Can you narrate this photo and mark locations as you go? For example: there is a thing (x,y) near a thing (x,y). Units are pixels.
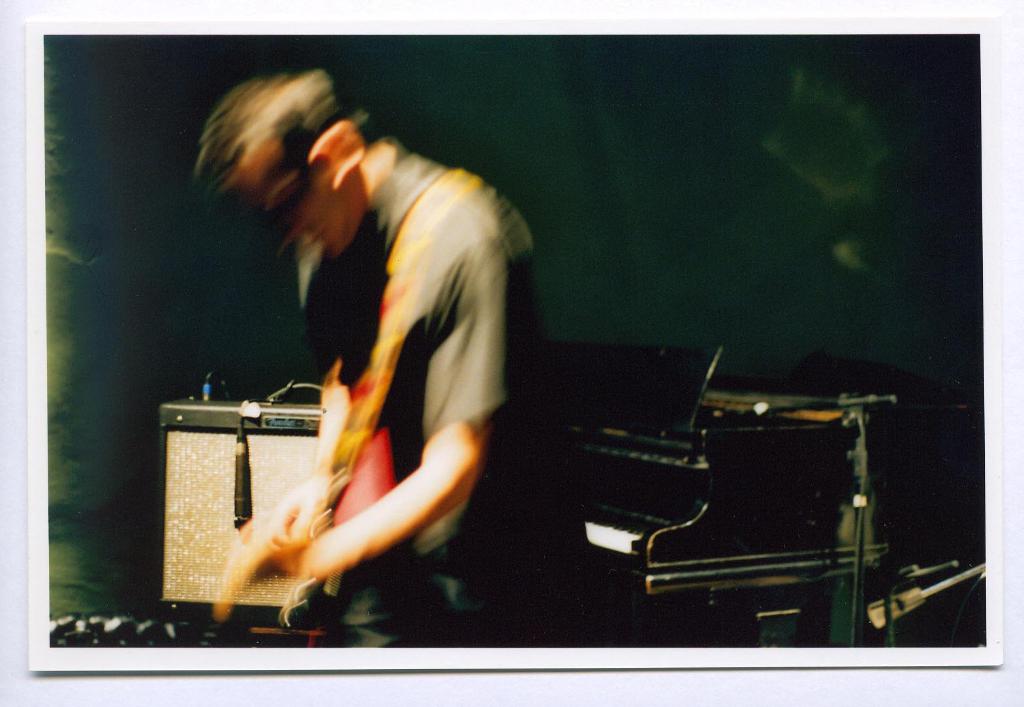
In this image I can see a man (404,384) standing. In the background (716,397) there is a piano (668,544). It seems like this is an image clicked inside the room (190,302).
